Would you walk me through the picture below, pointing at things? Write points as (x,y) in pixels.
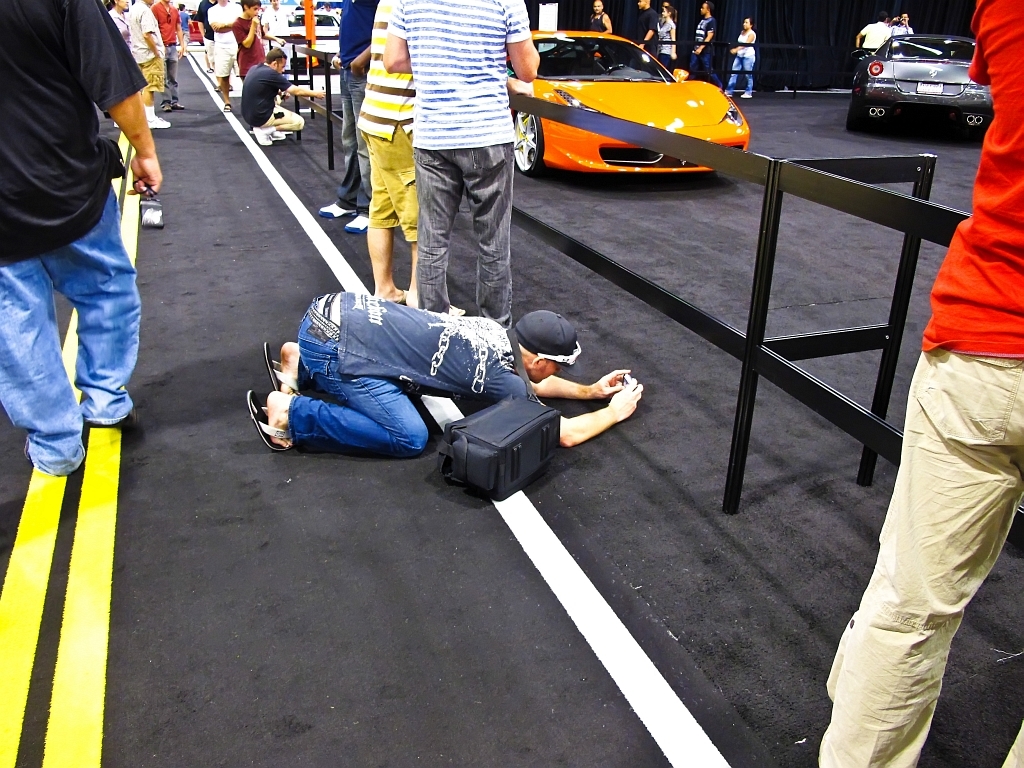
The man (322,340) in the middle of the picture (385,385) wearing a blue T-shirt (453,319) and blue jeans (382,413) is holding a camera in his hand (603,394) and he is clicking the photos. Beside him, we see a black bag (527,475). Beside him, we see many people (366,143) are standing. In front of them, we see an iron railing (768,284). We see two cars (719,121), one in orange color and the other in grey color. Behind the cars (911,95), we see people (734,64) are walking.
